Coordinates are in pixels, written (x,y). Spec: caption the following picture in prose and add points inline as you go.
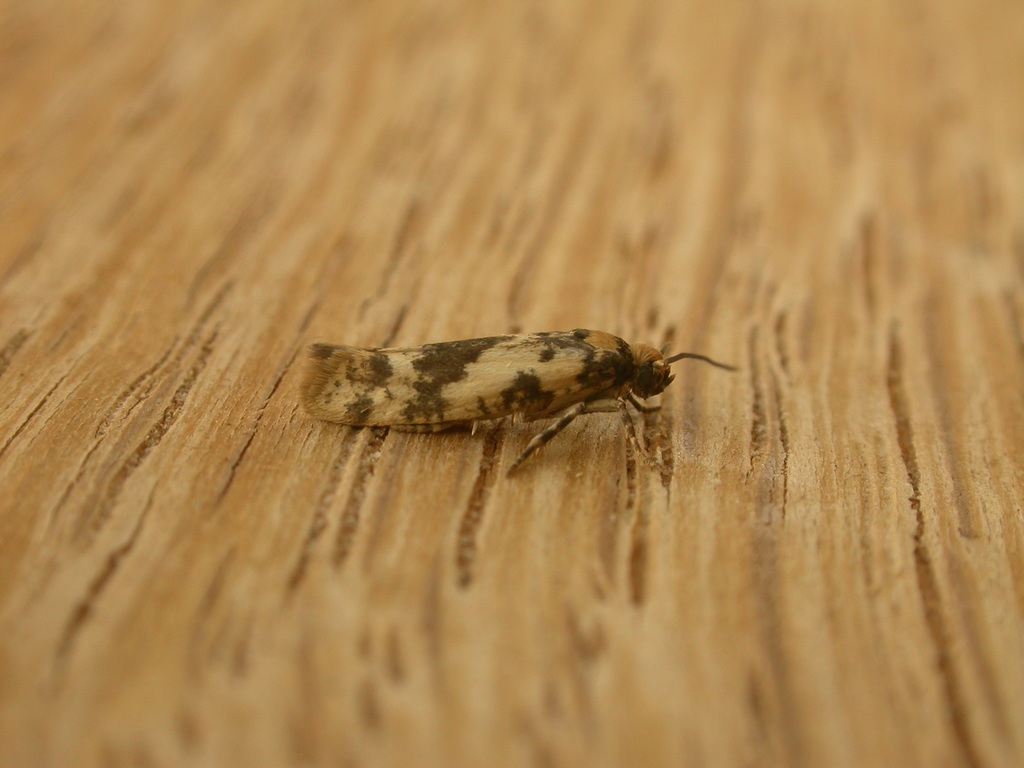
In this picture, we see an insect (549,363) is on the wooden table (374,520). This picture is blurred in the background (586,125).
